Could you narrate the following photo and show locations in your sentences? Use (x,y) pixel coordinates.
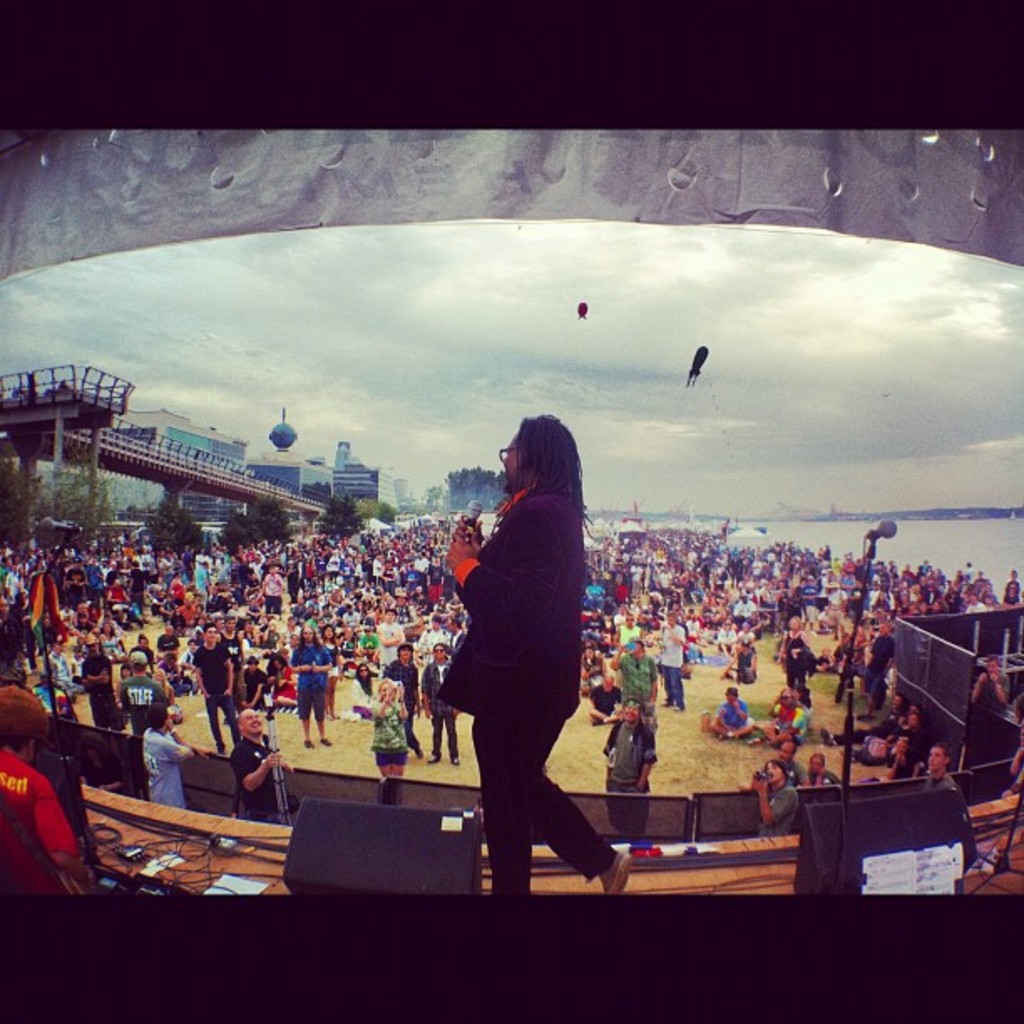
In the image we can see there is a man (534,779) standing on the stage (637,877) and holding mic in his hand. There are speaker boxes (424,839) on the stage (649,873) and there are lot of people (434,555) standing on the ground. Behind there are buildings (205,457).
